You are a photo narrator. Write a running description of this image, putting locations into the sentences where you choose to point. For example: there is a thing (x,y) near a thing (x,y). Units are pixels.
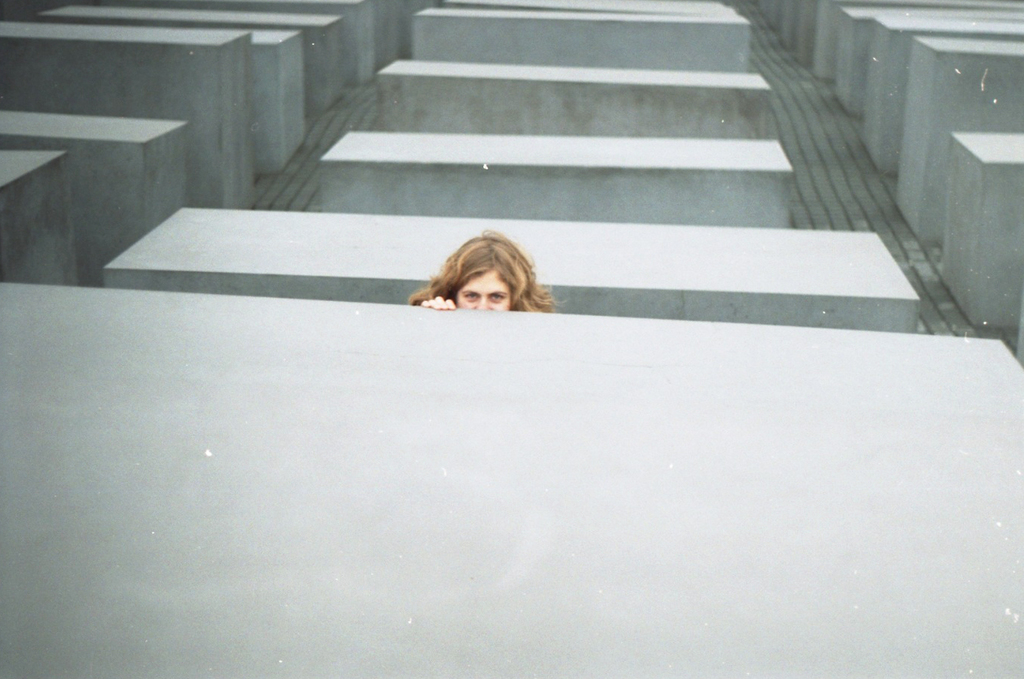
In this image I can see few concrete boxes (711,207) in grey color and I can see the person face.
